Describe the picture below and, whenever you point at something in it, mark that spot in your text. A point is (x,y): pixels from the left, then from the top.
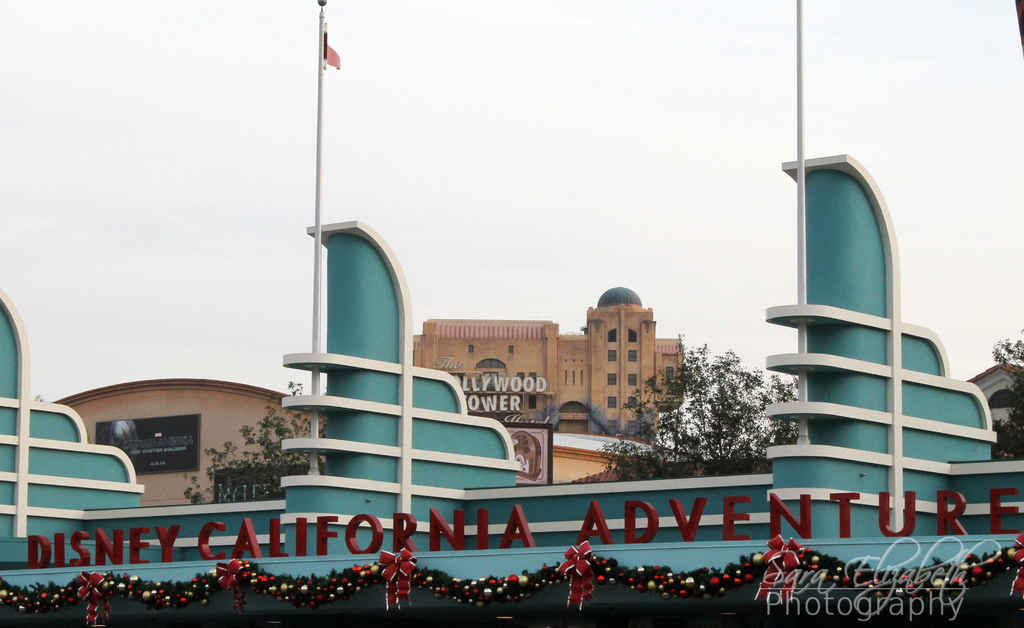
This image is taken in front view. In this image there are buildings (446,448) and trees (1010,446). In the background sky (401,77) is visible.
